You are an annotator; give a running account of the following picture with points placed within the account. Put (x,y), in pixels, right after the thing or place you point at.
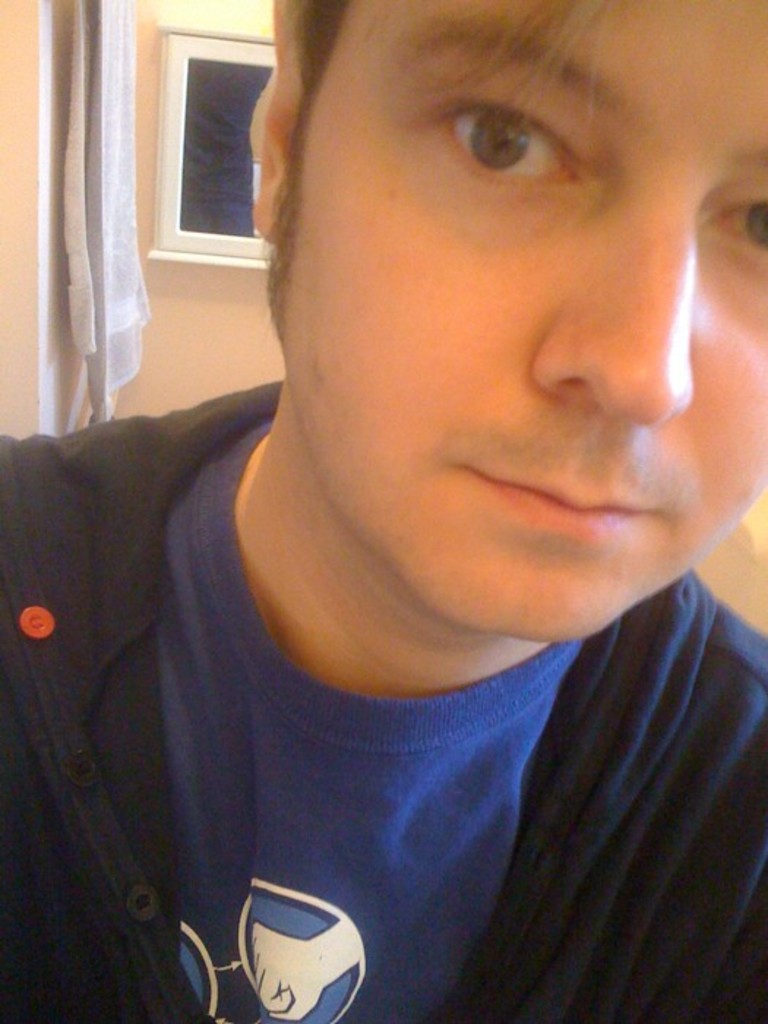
This is the picture of a room (159,285). In this image there is a person (366,861) with blue t-shirt (380,958). At the back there is a device (225,182) and towel (118,342) on the wall (199,329).
